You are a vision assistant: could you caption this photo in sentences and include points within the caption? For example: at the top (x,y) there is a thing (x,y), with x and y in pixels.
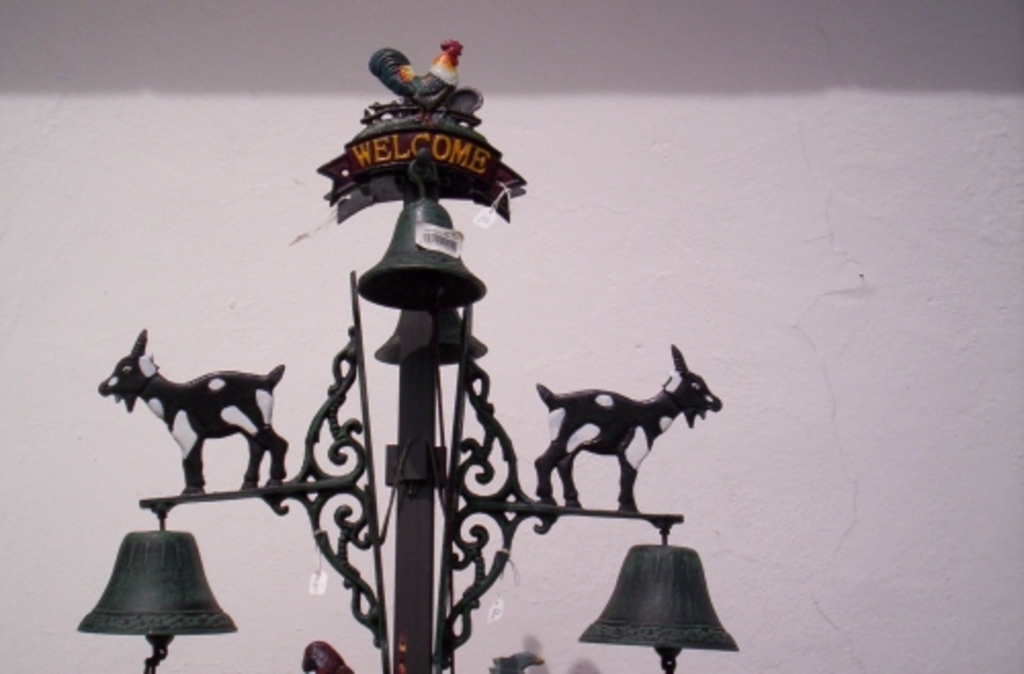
This image consists of an object (424,422) which is made up of metal (397,475). To the right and left, there are goats (268,405). At the top (401,73), there is a hen (411,73). Below the goats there are bells (189,593). In the background (598,234), there is a wall (327,248).
